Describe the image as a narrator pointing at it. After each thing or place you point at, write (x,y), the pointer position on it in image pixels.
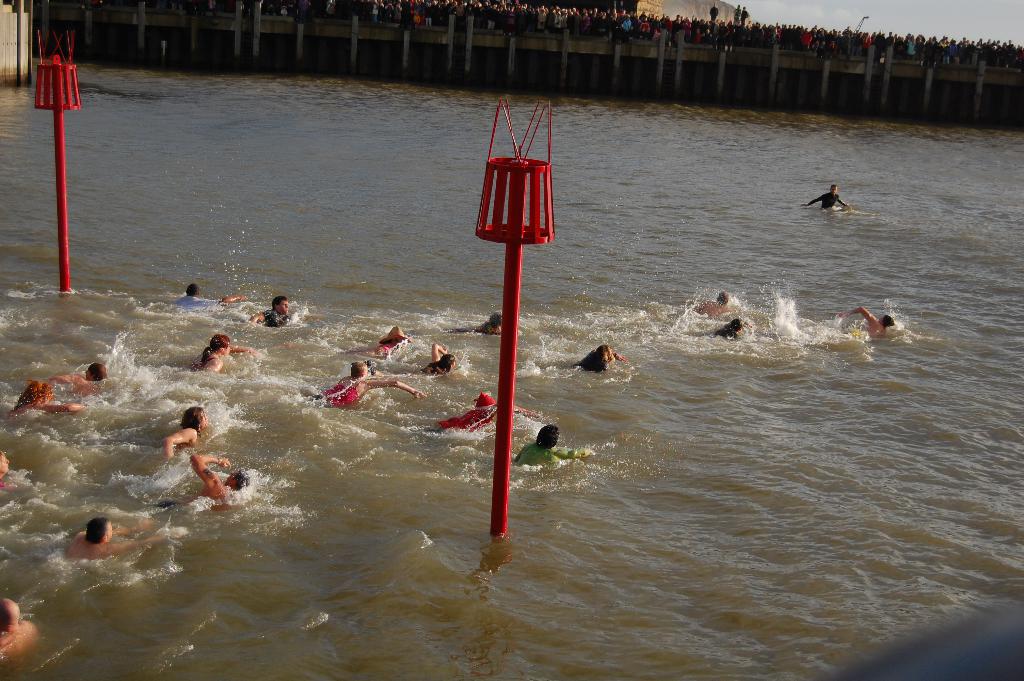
Here in this picture we can see number of people (216,368) swimming over a place, where we can see water (725,181) present all over there and in the middle (505,334) we can see two red colored poles (494,235) present and in the far we can see walls (142,32) and we can see people (945,59) standing and watching them over there.
